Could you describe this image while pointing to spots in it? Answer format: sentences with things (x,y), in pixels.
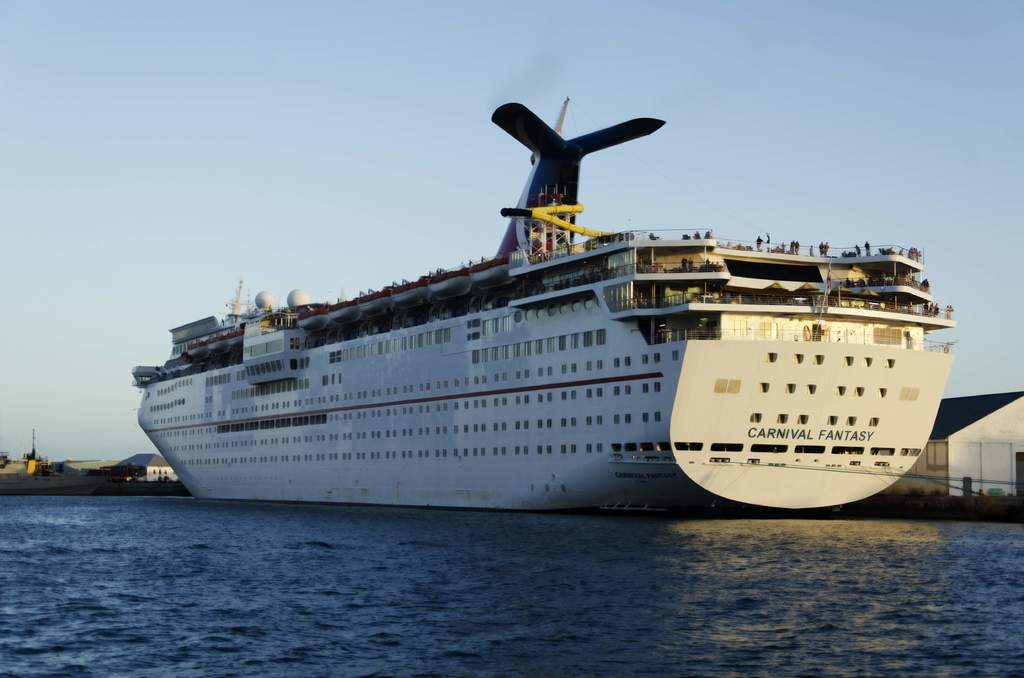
In this image there is a ship (569,499) in the water (513,606). In the background of the image (973,416) there are buildings (137,455) and sky (259,136).
